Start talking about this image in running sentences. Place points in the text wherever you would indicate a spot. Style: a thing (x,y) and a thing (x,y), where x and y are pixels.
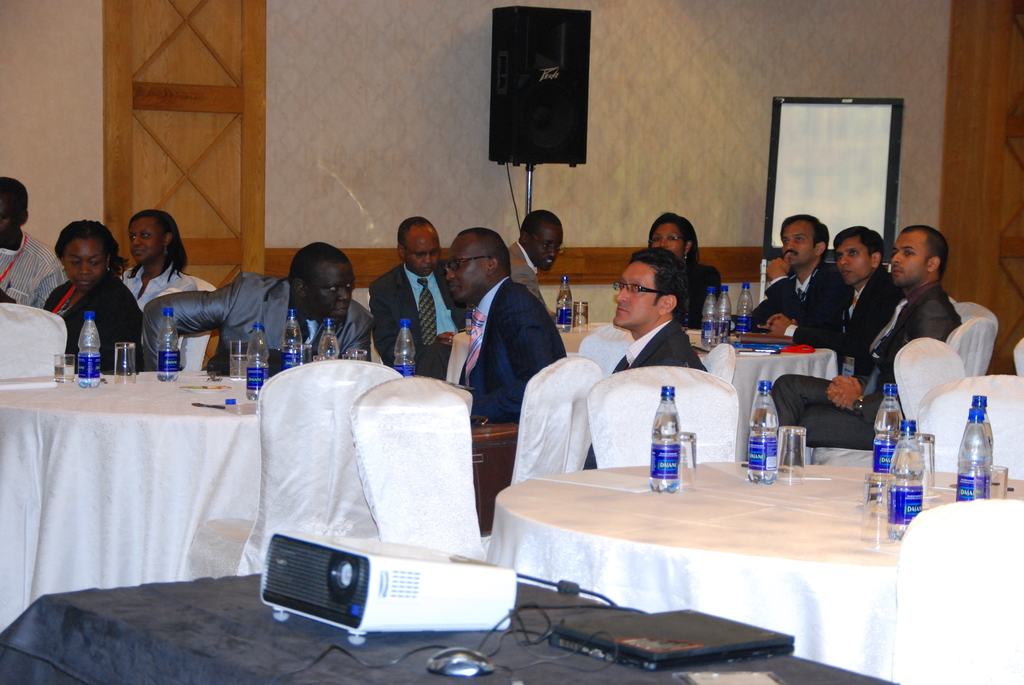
Here we can see group of people (464,288) sitting on chairs (584,347) with tables (150,397) in front of them having bottles of water (170,325) on it and there is a projector (502,606) present on the table (315,642) at the bottom (500,567).
